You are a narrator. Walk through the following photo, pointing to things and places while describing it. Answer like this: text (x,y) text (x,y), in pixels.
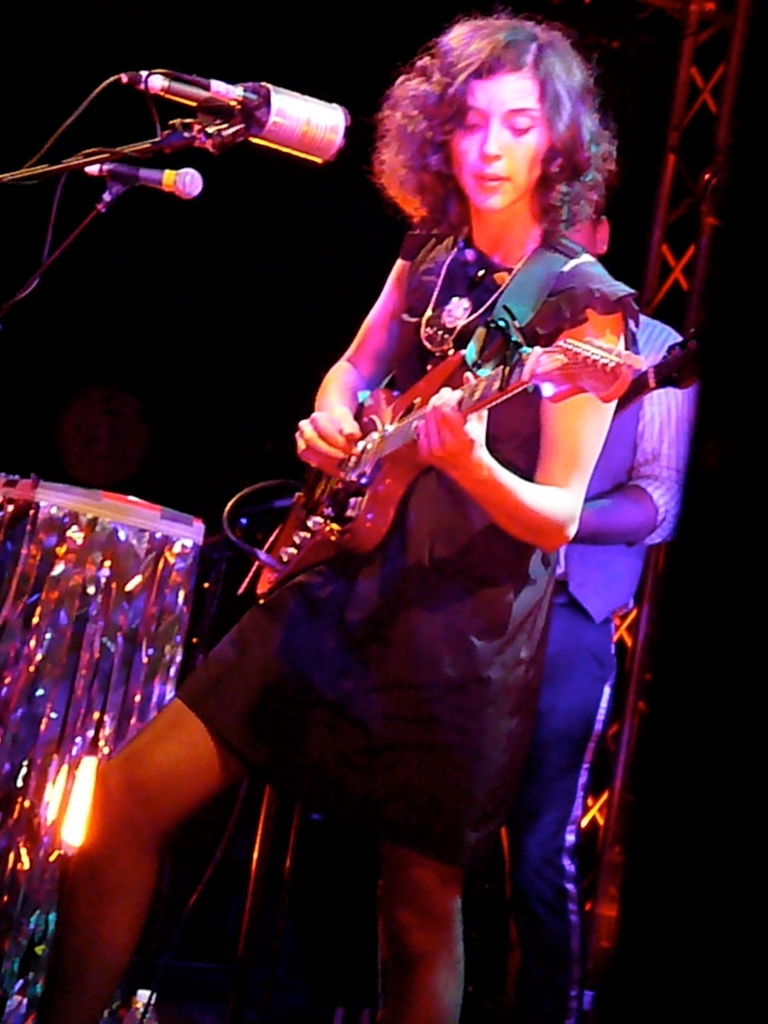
In this image there is a woman (417,497) standing and playing a guitar (319,516), in front of her there is a mic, behind her there is a person (558,700) standing, behind the person (560,674) there is a metal structure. On the left side of the image (58,655) there is an object (108,575). The background (219,466) is dark.
